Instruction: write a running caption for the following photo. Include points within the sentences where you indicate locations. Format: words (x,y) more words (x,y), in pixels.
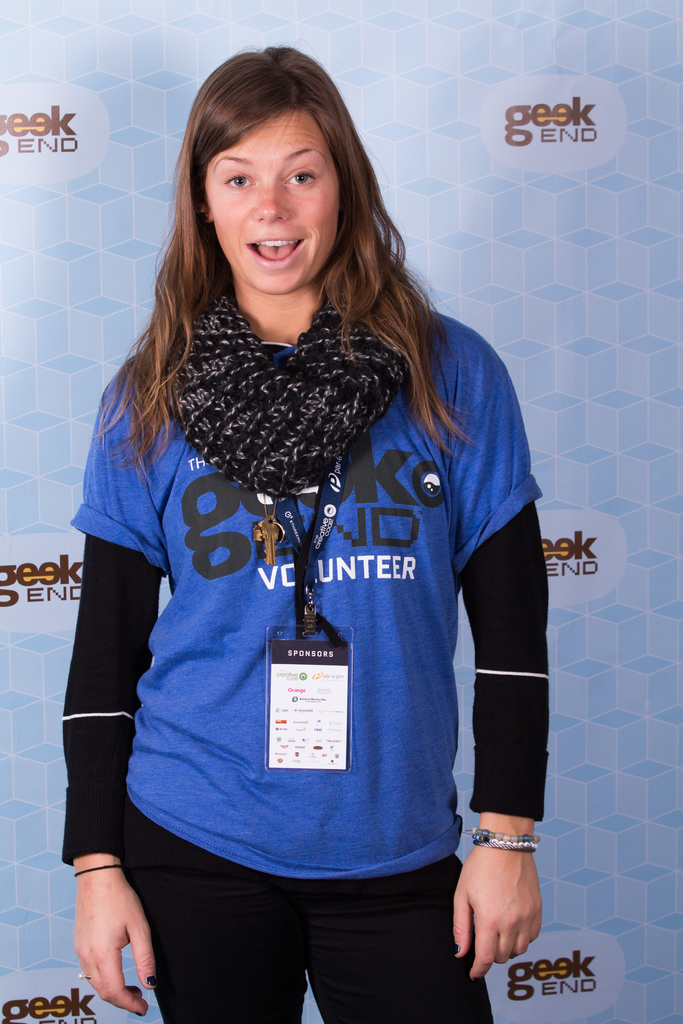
In this image we can see a person (324,316) standing. The background (61,246) consists of text (519,144) and design (482,164).
